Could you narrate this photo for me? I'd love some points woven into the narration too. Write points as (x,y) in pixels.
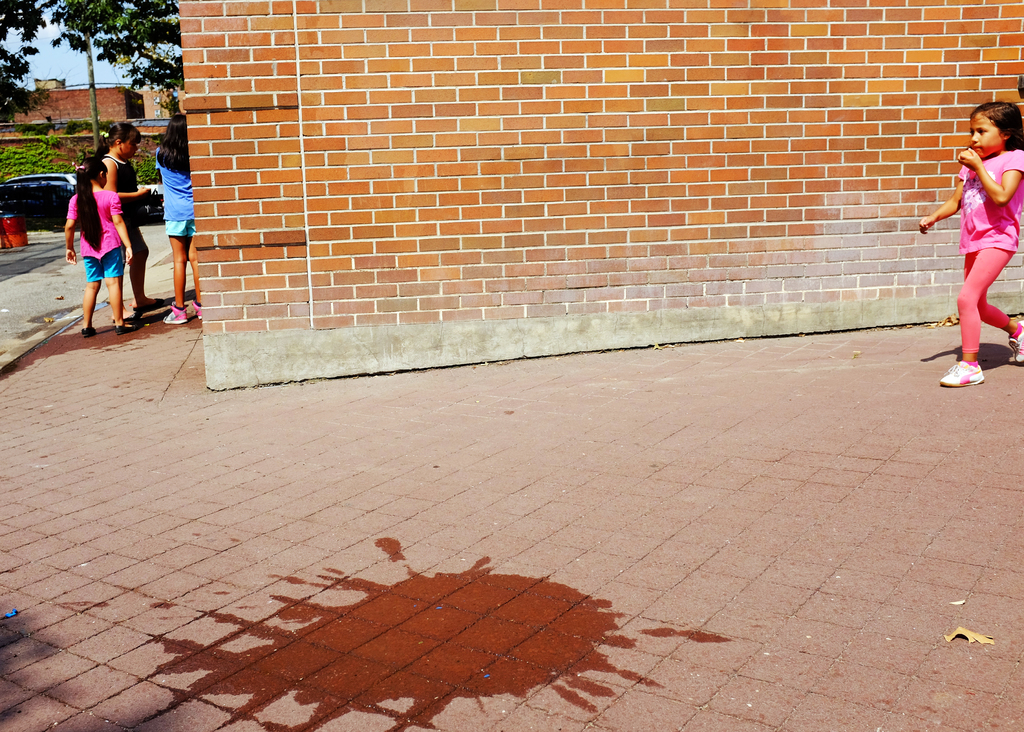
In this image I see 4 girls (999,311) who are on the footpath (394,472) and I see the wall (459,206) over here. In the background (39,233) I see the road (62,235), few red color things (10,235) over here, a car (26,184), plants (38,169), a pole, trees (79,45), buildings (96,94) and the sky (53,62).
